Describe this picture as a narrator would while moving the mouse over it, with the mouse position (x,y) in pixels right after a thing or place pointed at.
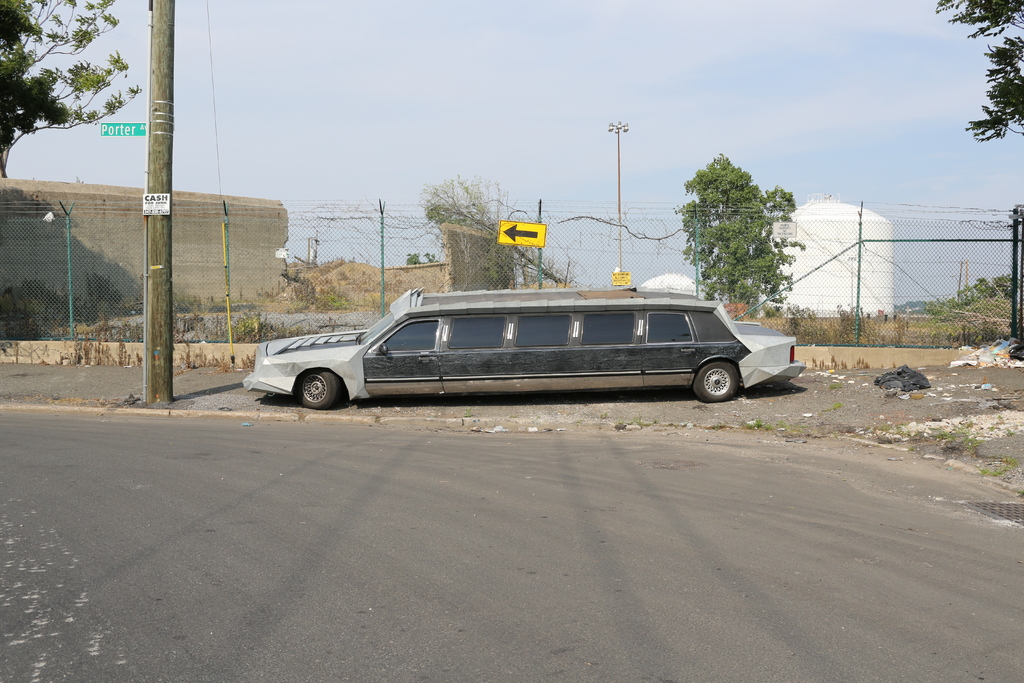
In this image a car (526,365) is parked aside of the road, there is a sign board (526,239), a street light (620,222) and a few trees (61,40) in the image.
